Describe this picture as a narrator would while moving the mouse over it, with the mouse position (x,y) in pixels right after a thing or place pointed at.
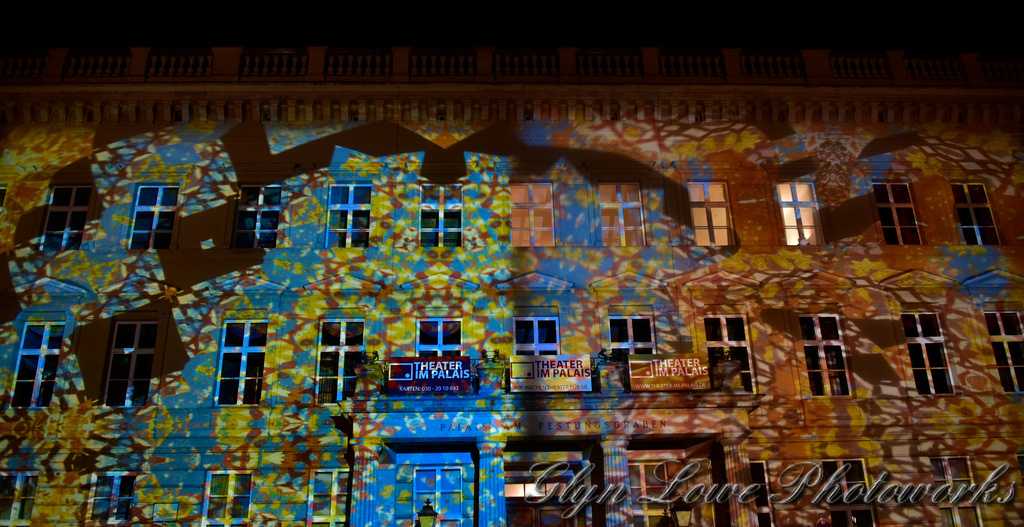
In this image we can see the wall (252,472) on which we can see lights (839,286) on it and this part of the image is dark. Here we can see the watermark (541,494) at the bottom right side of the image (987,492).
